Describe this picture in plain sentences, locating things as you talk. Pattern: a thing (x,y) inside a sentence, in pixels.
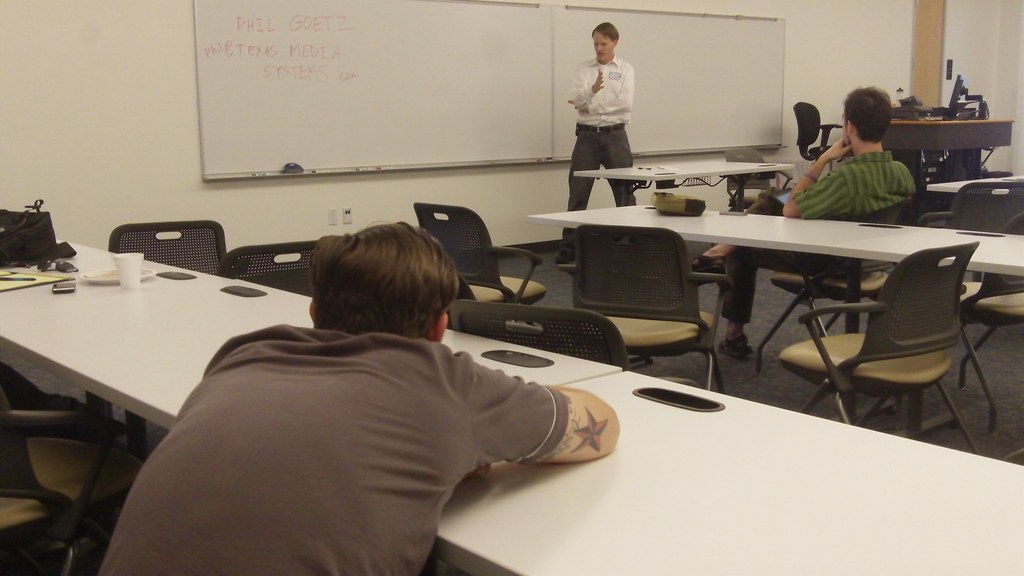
A picture of a classroom. This person (612,117) is standing in-front of this whiteboard (400,49). We can able to see number of chairs (820,121) and tables (670,166). These two persons (368,326) are sitting on chairs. On this table (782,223) there is a cup (125,279), mobile (64,281), bag (33,259), paper (32,274), monitor (957,103) and things (917,107). This is door (917,60).
